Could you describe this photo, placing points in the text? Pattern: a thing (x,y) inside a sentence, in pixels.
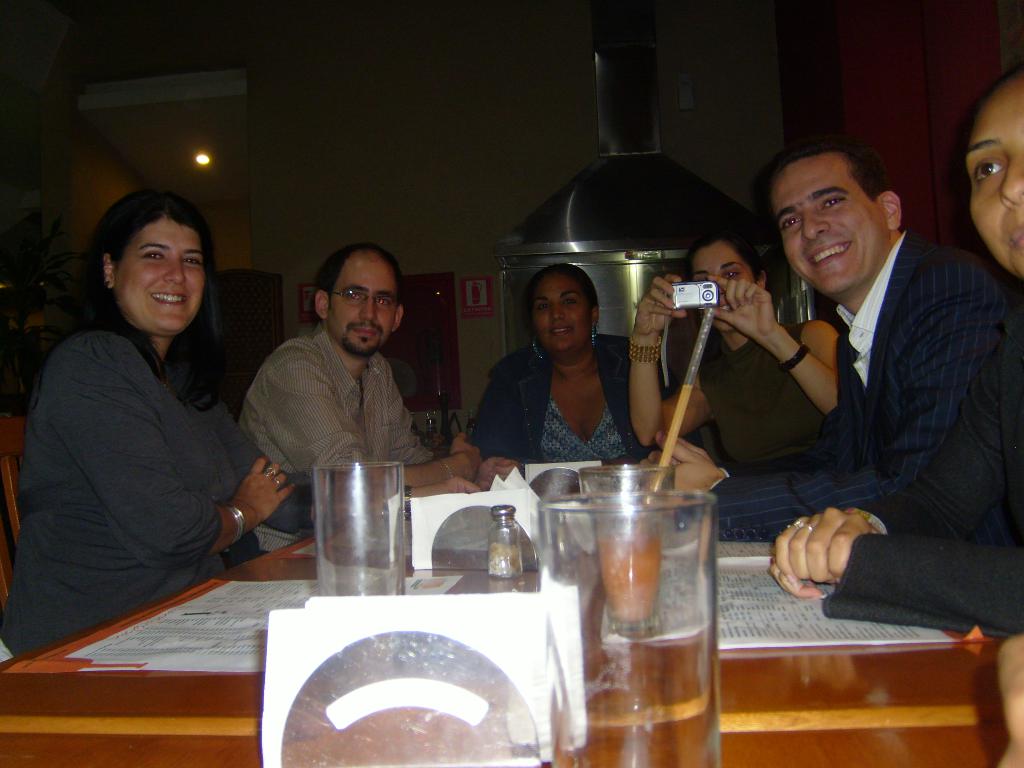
In the image there are few persons (200,360) sitting around dining table (904,754) with glasses (642,716), tissues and papers (790,602) on it, on the back (685,168) there is chimney (657,149) to the ceiling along with some lights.
